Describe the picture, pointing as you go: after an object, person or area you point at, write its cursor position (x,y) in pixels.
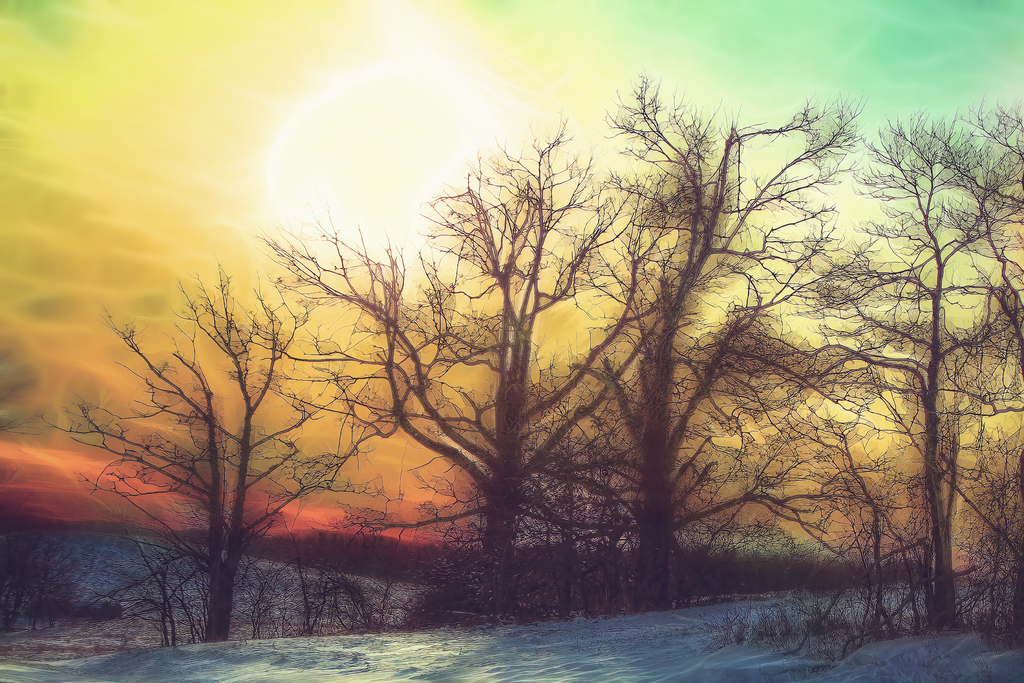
It is an edited image. In this image we can see trees (273,492), plants (504,610) and snow (439,648). In the background of the image (532,138) there is the sky (619,89).
